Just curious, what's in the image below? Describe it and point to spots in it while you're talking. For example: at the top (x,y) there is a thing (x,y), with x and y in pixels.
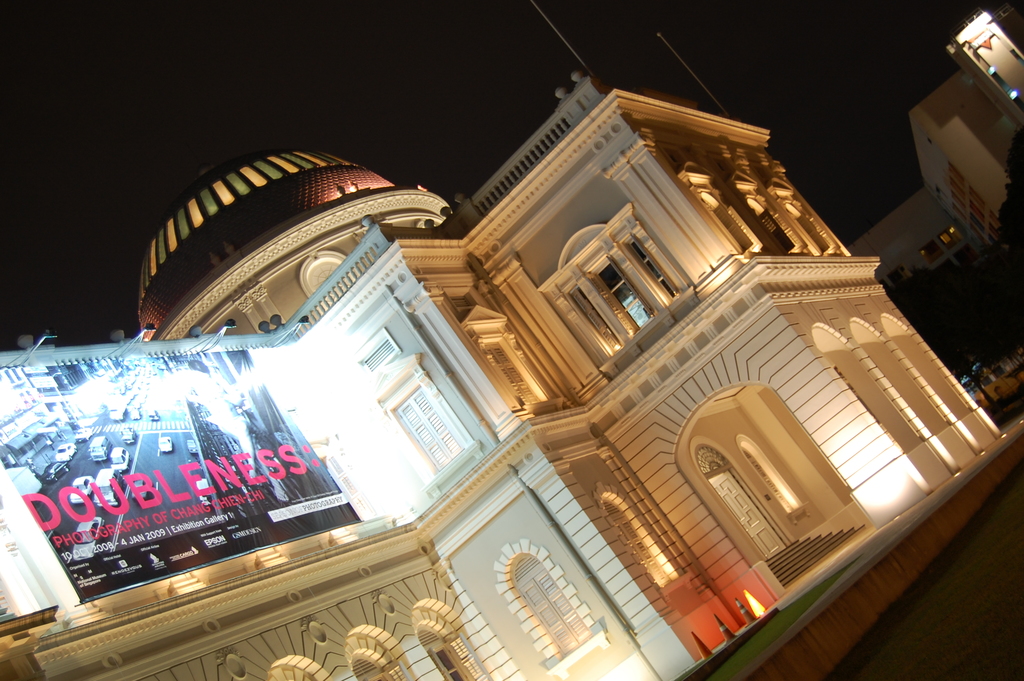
This is an image clicked in the dark. In the middle of the image (398,318) there are few buildings (716,404). On the right side (961,309) there are trees (973,310). On the left side (124,509) there is a banner (160,529) on which I can see the text (126,522), buildings (44,386) and vehicles (152,414). The background (72,93) is dark.
